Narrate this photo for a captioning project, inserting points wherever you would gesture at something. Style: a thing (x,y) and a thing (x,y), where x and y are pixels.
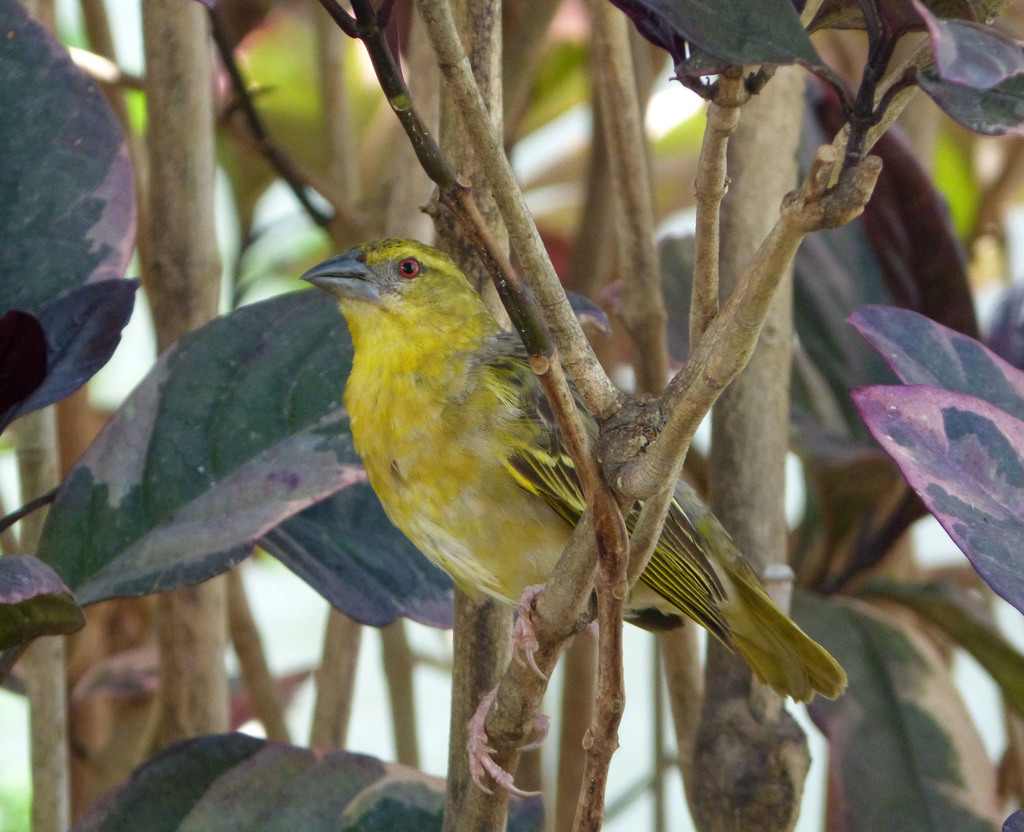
In this image we can see a yellow color bird (504,480) is sitting on the stem (524,717) of a tree (644,468). Behind so many leaves (311,572) are there.
